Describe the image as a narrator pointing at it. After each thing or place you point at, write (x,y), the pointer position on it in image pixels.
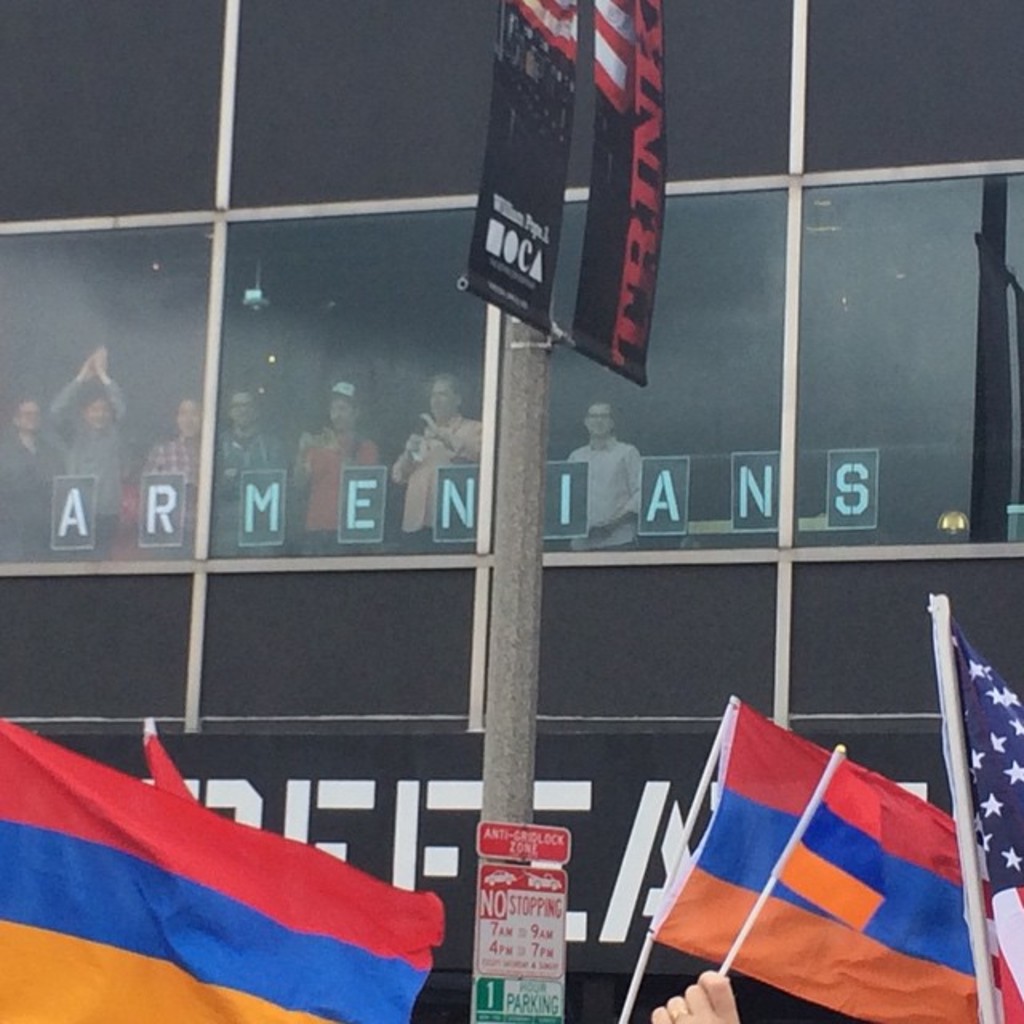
In this picture I can see few people (469,432) standing near glass window (361,363) and watching, down few people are holding flags (20,908).
